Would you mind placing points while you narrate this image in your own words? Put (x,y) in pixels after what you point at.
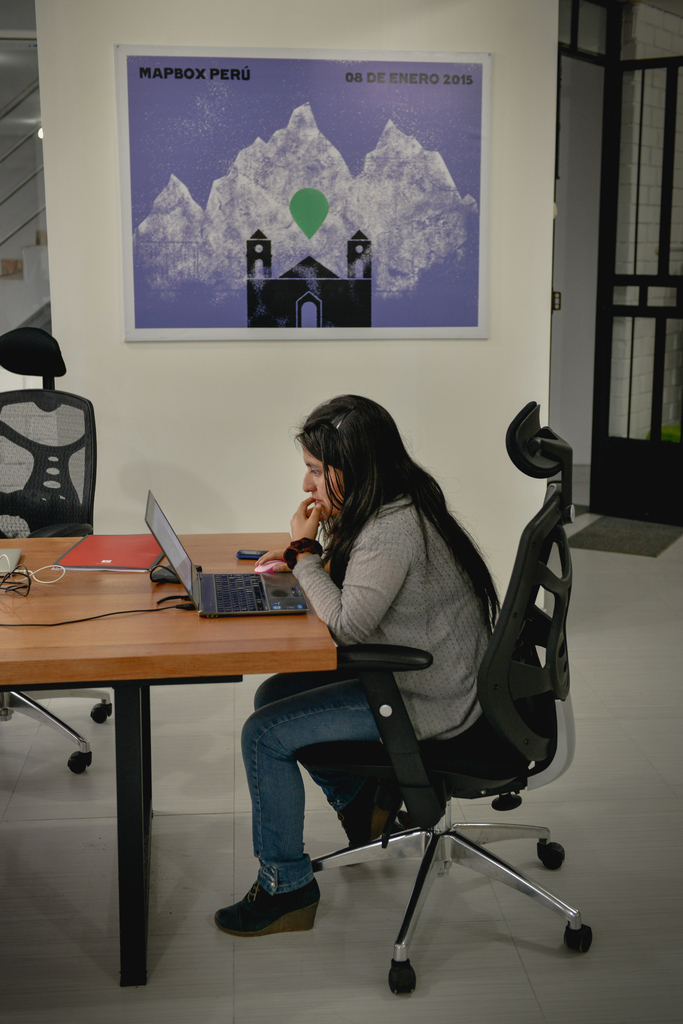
On the background (469,306) we can see door (606,219), board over a wall (395,372). Here we can see a woman (389,577) sitting on a chair (386,718) in front of a table (233,634) and on the table (243,618) we can see laptop (246,607) and a pad (87,560). this is a floor (652,955).
